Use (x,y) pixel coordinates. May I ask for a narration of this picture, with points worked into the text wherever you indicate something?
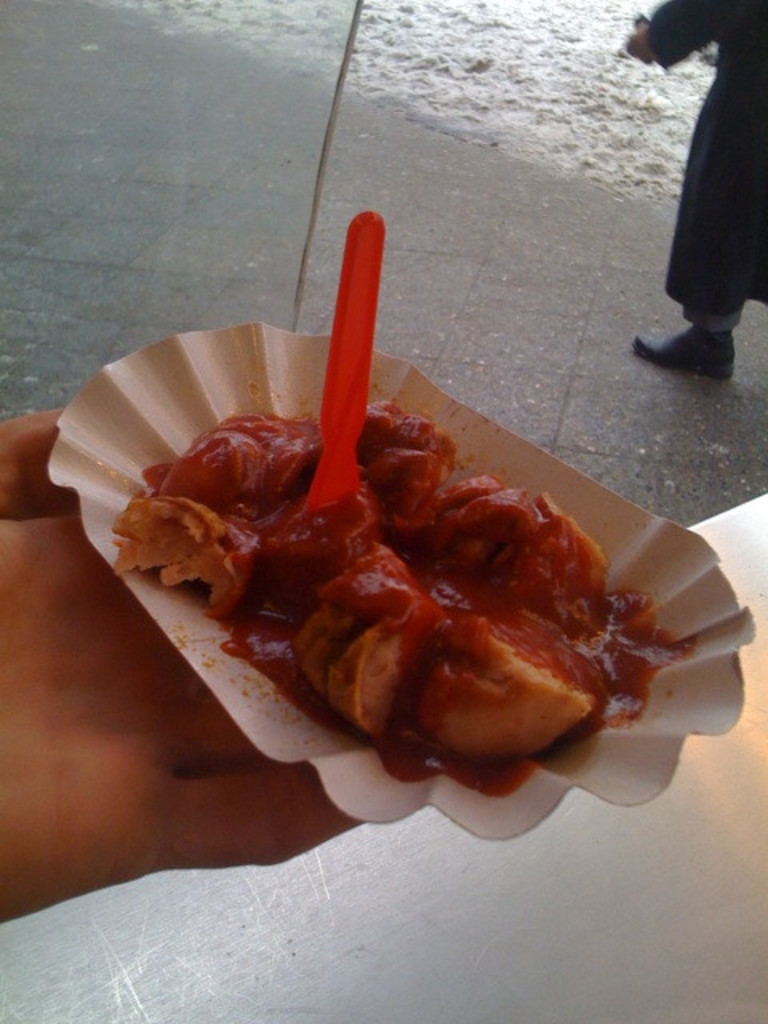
In the foreground (444,488) I can see a person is holding a food plate (334,505) in hand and another person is standing on the road (497,342) in front of snow (613,180). This image is taken may be during a day on the road (553,236).
